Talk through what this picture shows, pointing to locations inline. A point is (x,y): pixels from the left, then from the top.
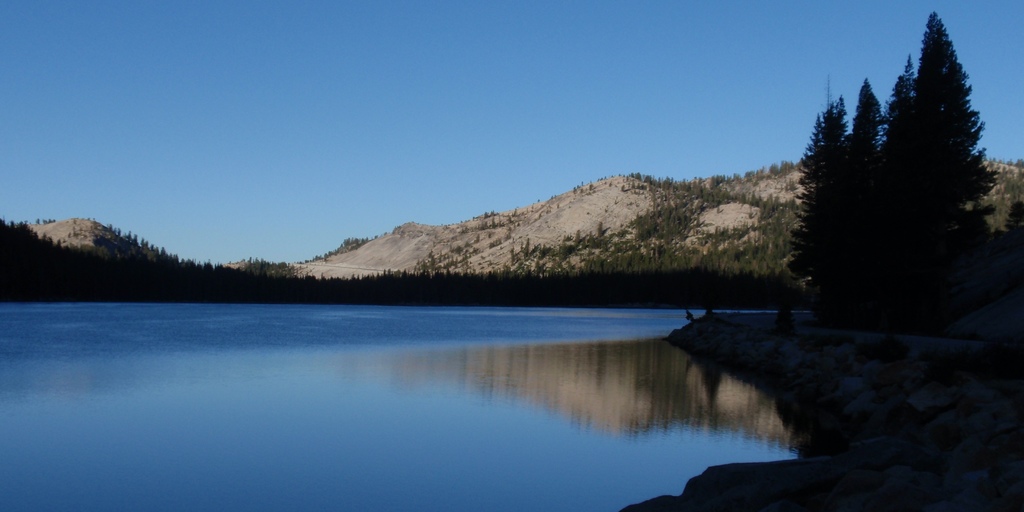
In this image at the bottom (365,444) there is a lake (593,388) and on the right side (867,234) there are some trees (839,298) and some rocks (828,351), and in the background (432,244) there are some mountains (493,235) and trees (34,275). And at the top of the image (333,77) there is sky (335,125).
